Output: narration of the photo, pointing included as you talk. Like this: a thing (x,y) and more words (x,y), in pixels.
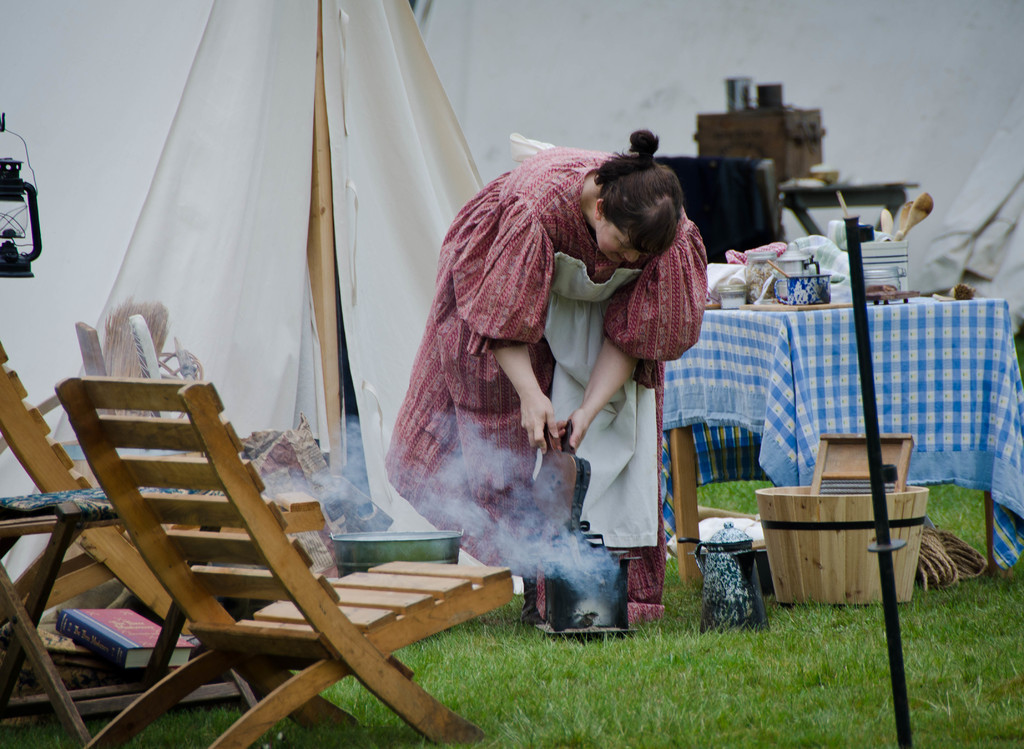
In this image there is a person (617,497) standing. There are chairs (203,584) and we can see a book (125,639). On the right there is a table (787,358) and we can see things (841,265) placed on the table (799,354). There is a container (894,500) and we can see some objects (725,601) placed on the grass (633,694). There is smoke (510,461). In the background (405,235) there is a tent (693,84). On the left (26,182) there is a lantern (33,225) and we can see ropes (952,554).
